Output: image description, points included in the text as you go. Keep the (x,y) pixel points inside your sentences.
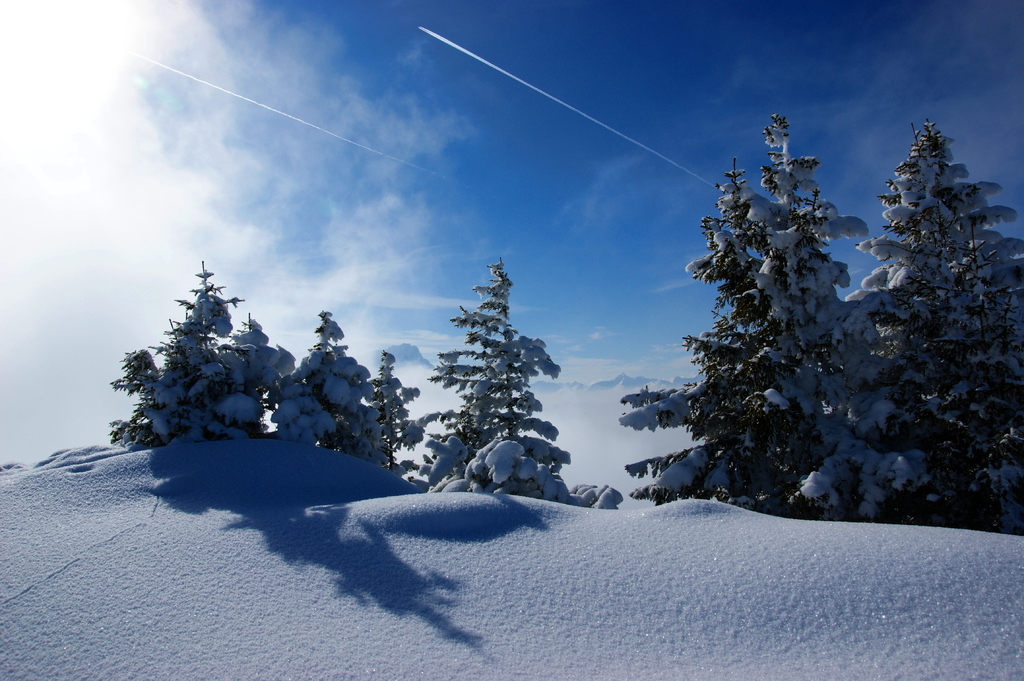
In this image I can see the snow (302,518), few trees (726,375), some snow (489,394) on the trees (700,387) and in the background (511,145) I can see the sky (557,129).
